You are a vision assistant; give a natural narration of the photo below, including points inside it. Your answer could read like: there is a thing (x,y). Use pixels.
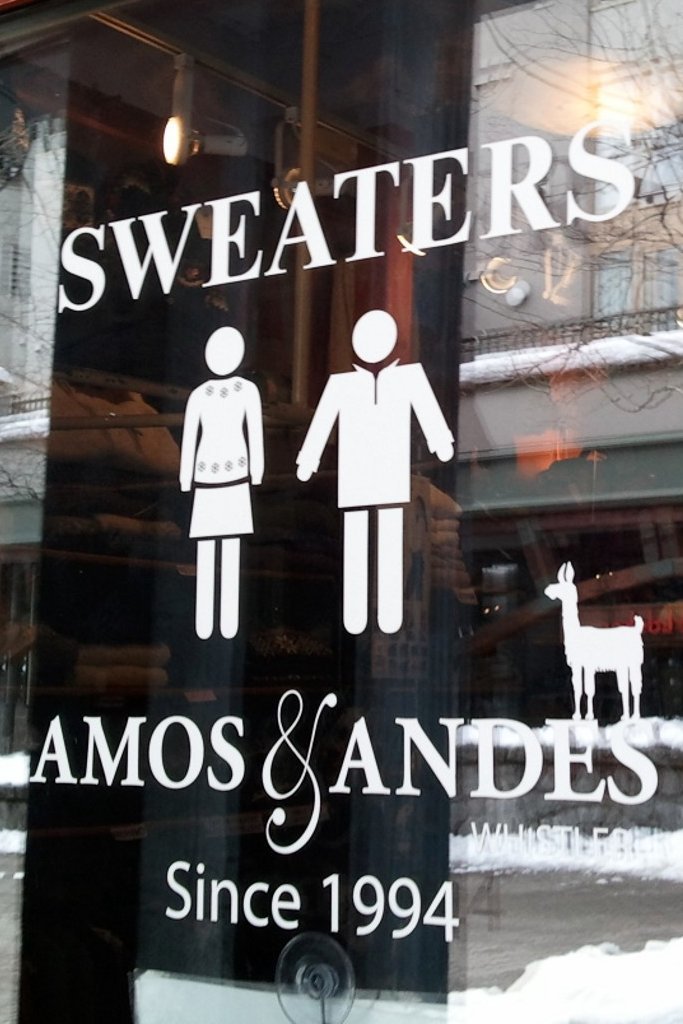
In the foreground of the picture (291,321) there is a glass (32,324), on the glass (294,254) there are persons stickers (333,379), text (149,256) and a llama sticker (577,618). In the background (250,84) there is light (172,123) and other wooden objects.
